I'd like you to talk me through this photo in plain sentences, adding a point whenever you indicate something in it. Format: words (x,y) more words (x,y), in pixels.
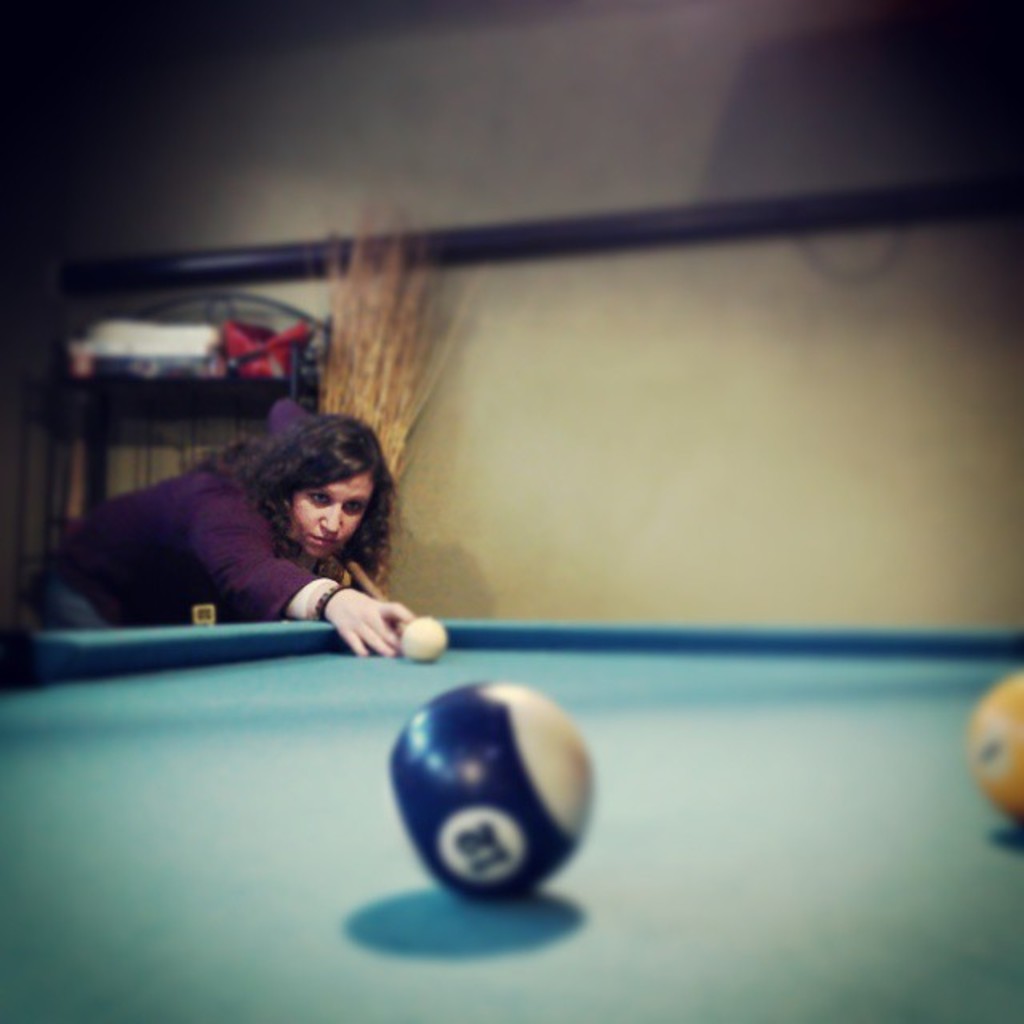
In this image we can see a woman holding a stick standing beside the snooker table (666,847). We can also see some balls (561,809) on it. On the backside (237,398) we can see a table (248,404) with some objects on it, some kind of fiber (367,419), a pole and a wall (798,448).
